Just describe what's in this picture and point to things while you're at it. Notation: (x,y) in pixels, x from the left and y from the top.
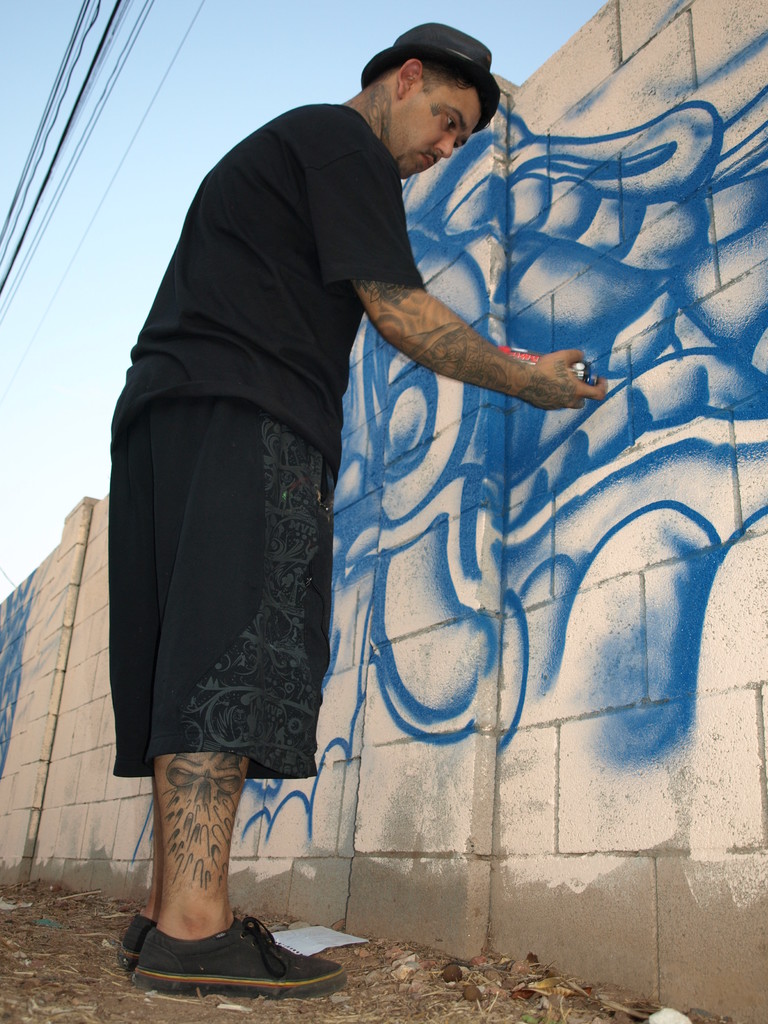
In this image we can see a person (357,186) standing and holding an object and painting to the wall (729,61), at the top (62,130) we can see wires (46,178) and sky (41,169).
